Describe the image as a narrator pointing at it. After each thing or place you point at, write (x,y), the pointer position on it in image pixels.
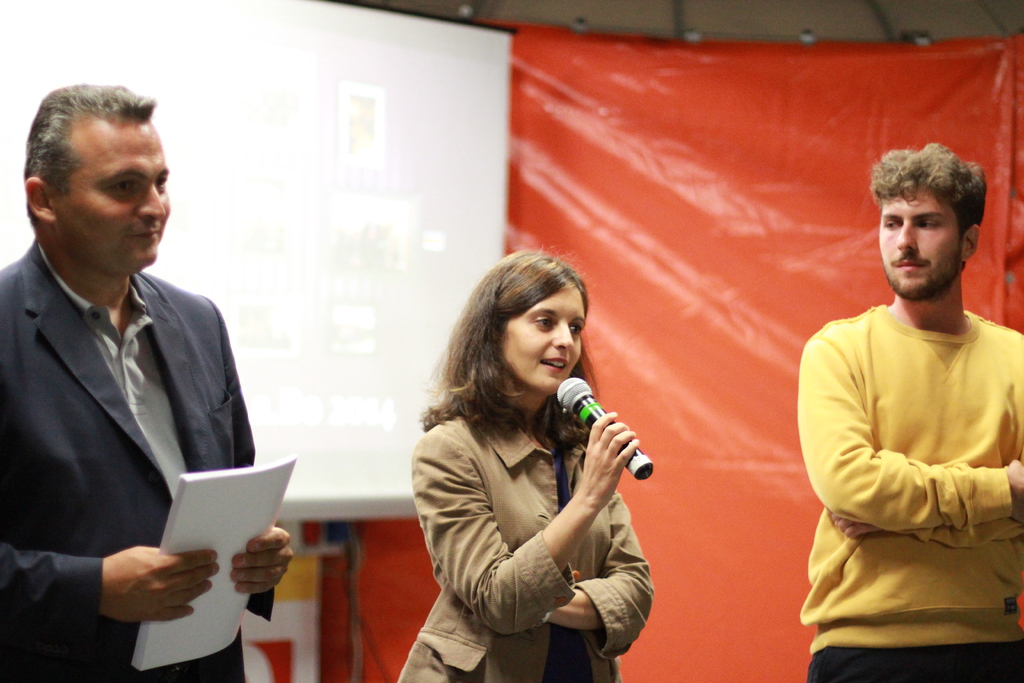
In this image i can see a woman (539,287) and 2 men (148,317) standing, the woman (566,345) is holding microphone (562,394) in her hand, the man (259,567) on the left side (269,503) is holding few papers (269,503) in his hand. In the background (397,170) i can see a cover (607,188) and a board (330,190).
